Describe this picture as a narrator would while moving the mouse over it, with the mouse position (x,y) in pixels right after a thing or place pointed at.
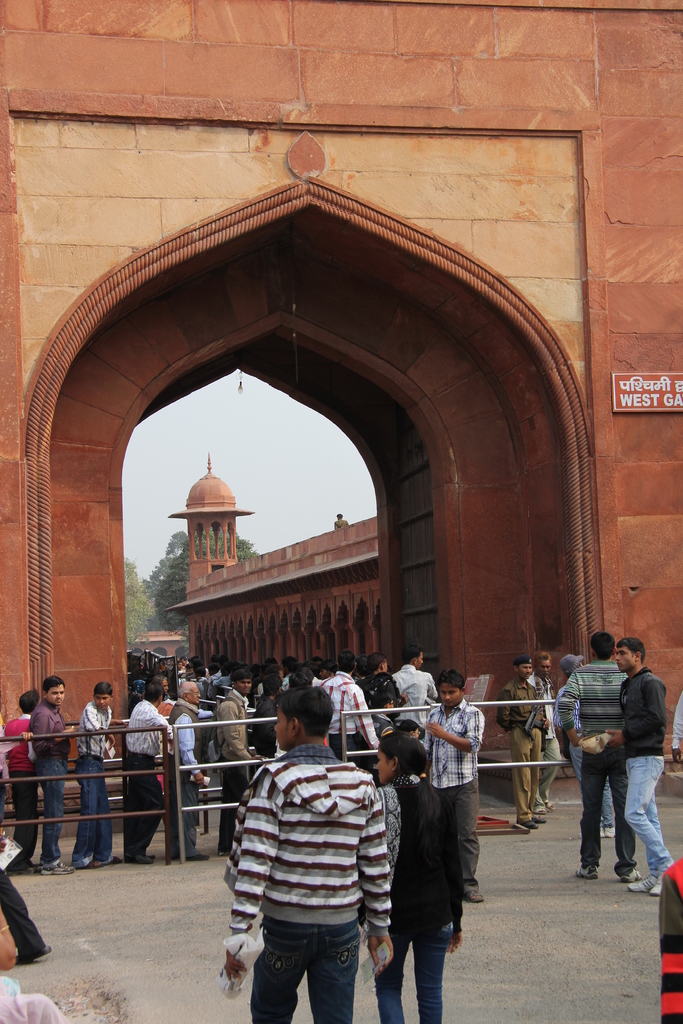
In this picture I can see a arch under which there are some people (180,711) standing beside the fencing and to the side there are some other people (433,903) and a building (221,624) to the other side of the arch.
